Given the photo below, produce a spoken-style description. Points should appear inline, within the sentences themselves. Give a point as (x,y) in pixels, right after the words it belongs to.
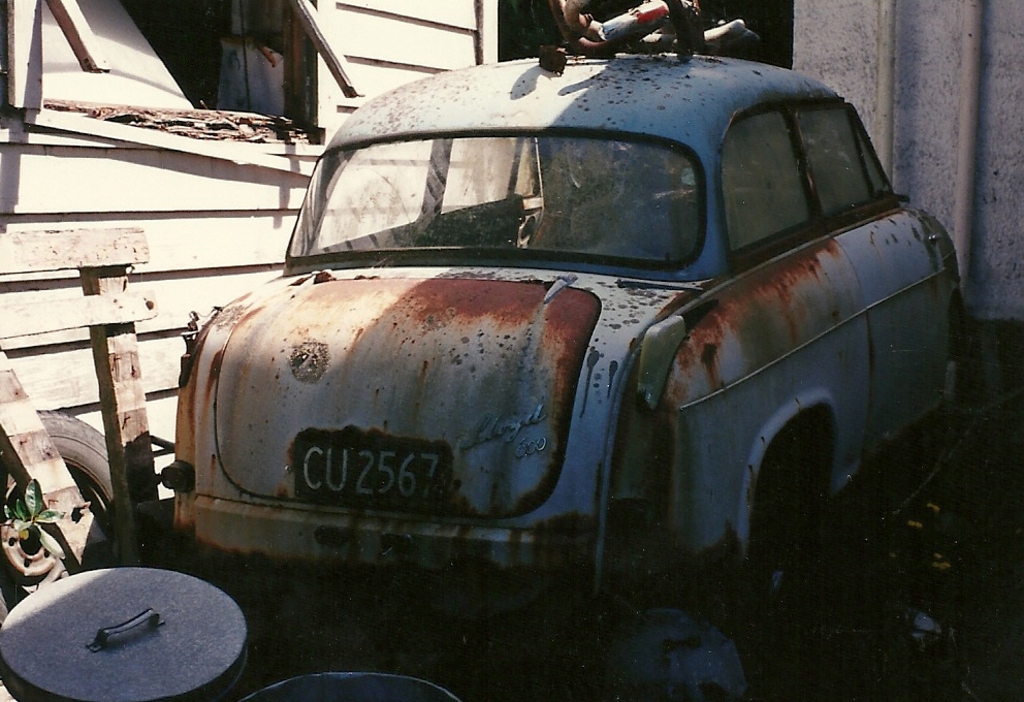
In the picture we can see a spoiled car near the shed (993,205) and behind it we can see some things (69,460) and some wooden planks (63,501) beside it and a wooden wall (401,1).
